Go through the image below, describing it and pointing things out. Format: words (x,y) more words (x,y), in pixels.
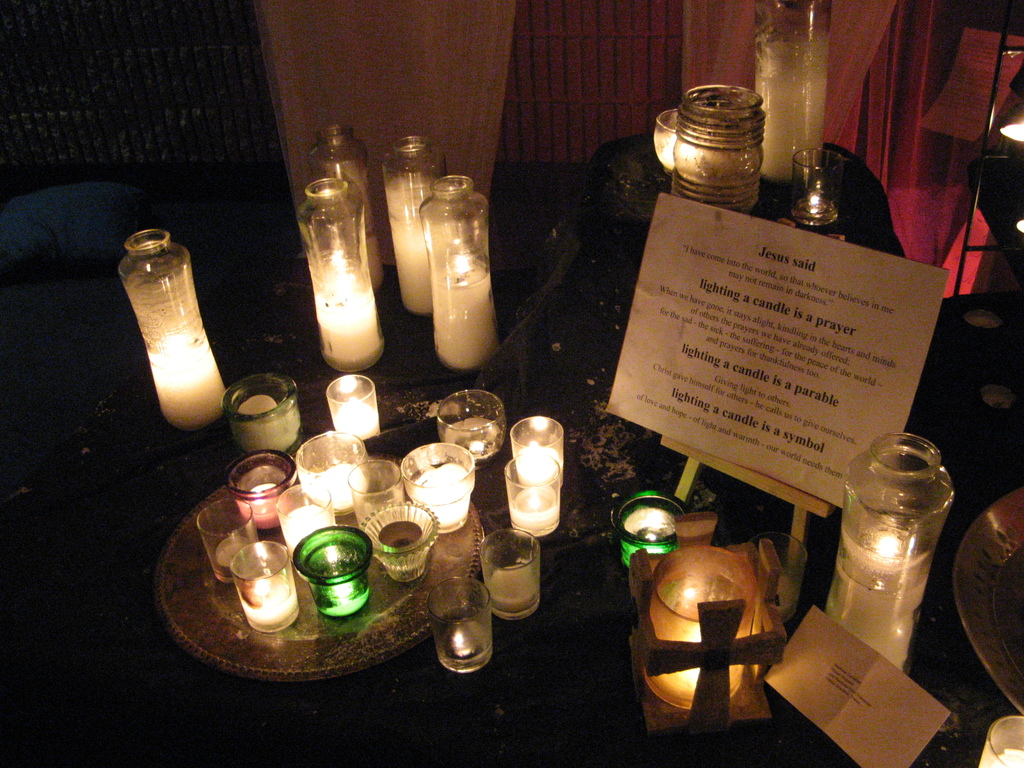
In this image we can see the candles (414,189) on the surface (479,507), we can see written text (752,282) on the board (729,297), in the background (903,126) we can see the curtains (967,163).
